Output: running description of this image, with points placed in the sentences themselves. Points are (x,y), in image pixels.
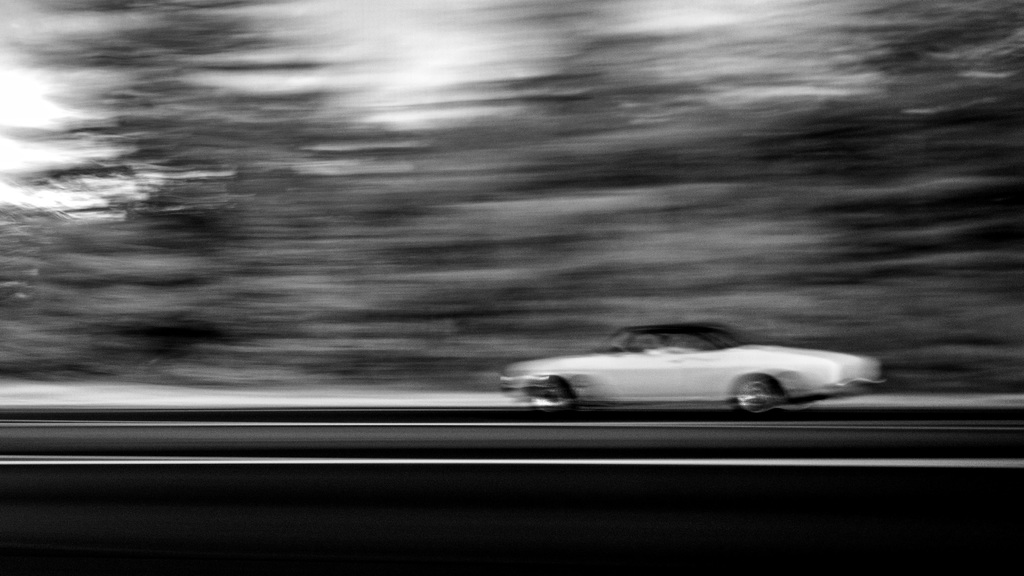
In this picture we can see a vehicle (563,377) on the road (514,419) and in the background (366,349) we can see it is blurry.
